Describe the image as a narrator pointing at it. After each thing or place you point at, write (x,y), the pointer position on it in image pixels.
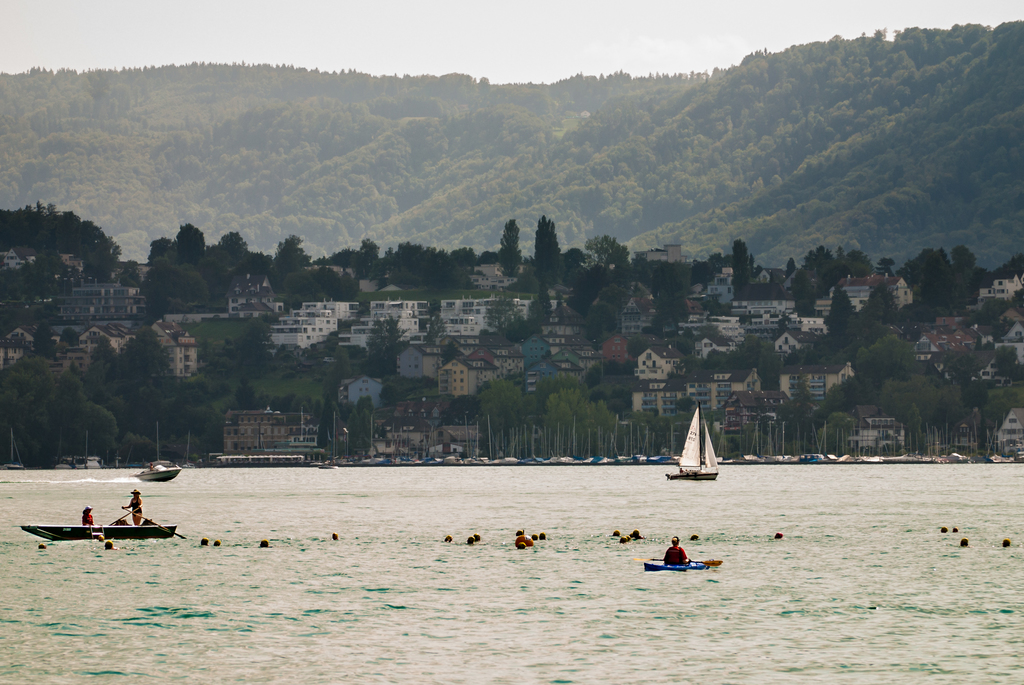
In this picture there boats (108,539) in the river water (634,547). Behind there is a sailing boat (702,464) and some buildings (477,281) and trees (447,273). In the background (280,169) there is a huge mountains (236,121) full of trees (236,121).
